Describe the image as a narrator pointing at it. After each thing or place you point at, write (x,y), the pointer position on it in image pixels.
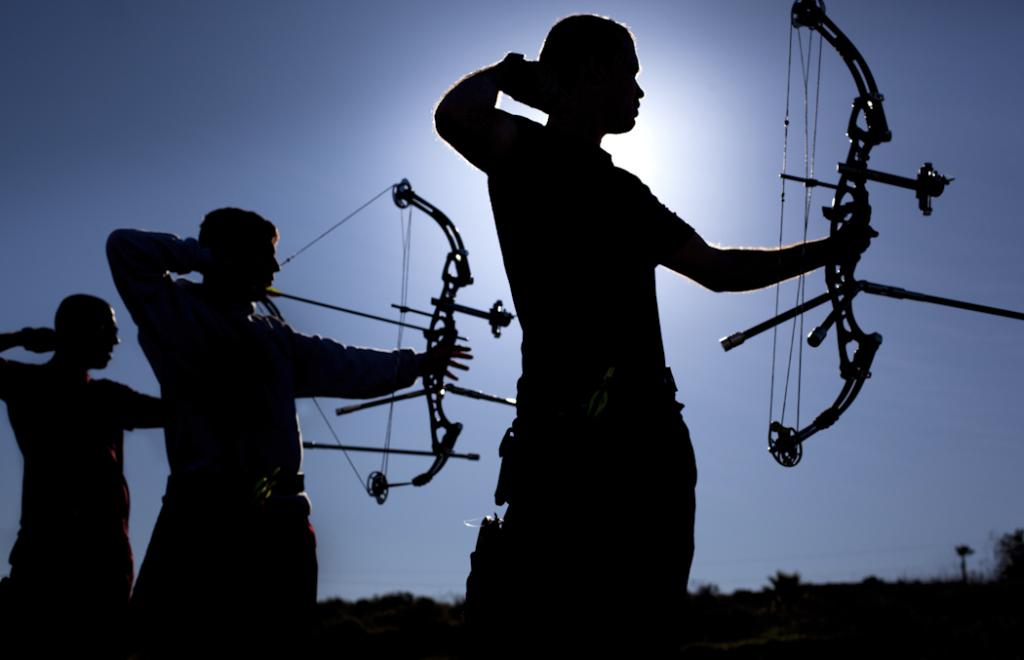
In this image we can see three persons (540,462) standing and we can see the two persons (259,481) holding the bow (844,270). There is also a person (252,271) holding the bow (446,304) with an arrow (298,300). In the background (736,308) we can see the sky (843,487). We can also see the trees (876,600) at the bottom (858,618).
